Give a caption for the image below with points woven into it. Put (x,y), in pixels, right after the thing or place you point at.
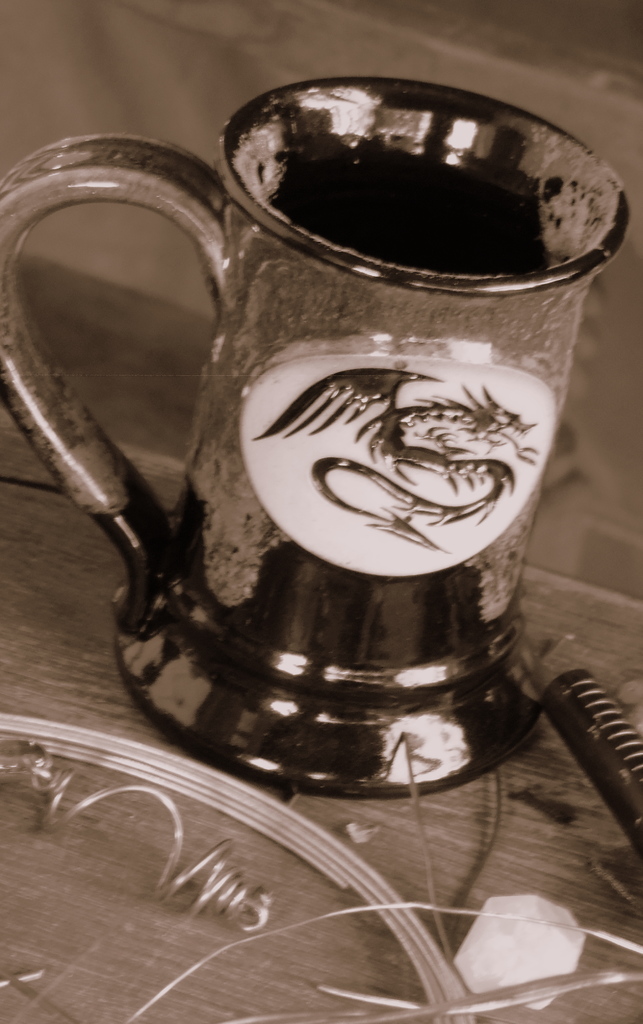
This image is a black and white image. At the bottom of the image (312,912) there is a table (525,778) with a cup (230,329) and a few things (623,754) on it.
